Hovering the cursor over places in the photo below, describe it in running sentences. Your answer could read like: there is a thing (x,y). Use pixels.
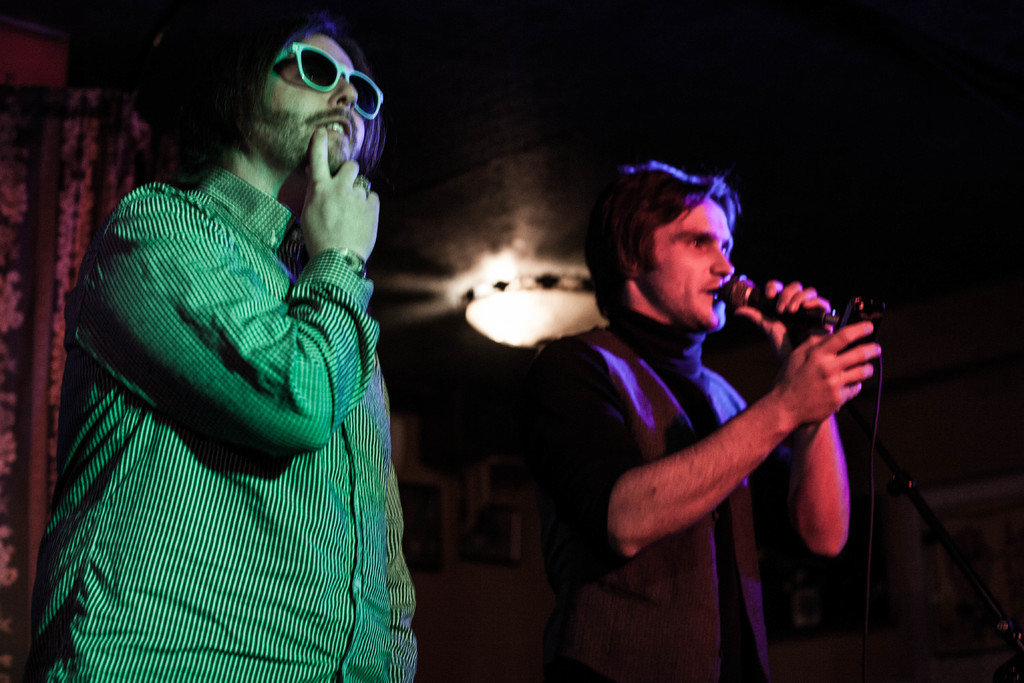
There are two men (799,422) standing and this man (796,291) holding microphone (829,319). On the background (506,404) we can see wall (455,588), light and curtain (14,219).
